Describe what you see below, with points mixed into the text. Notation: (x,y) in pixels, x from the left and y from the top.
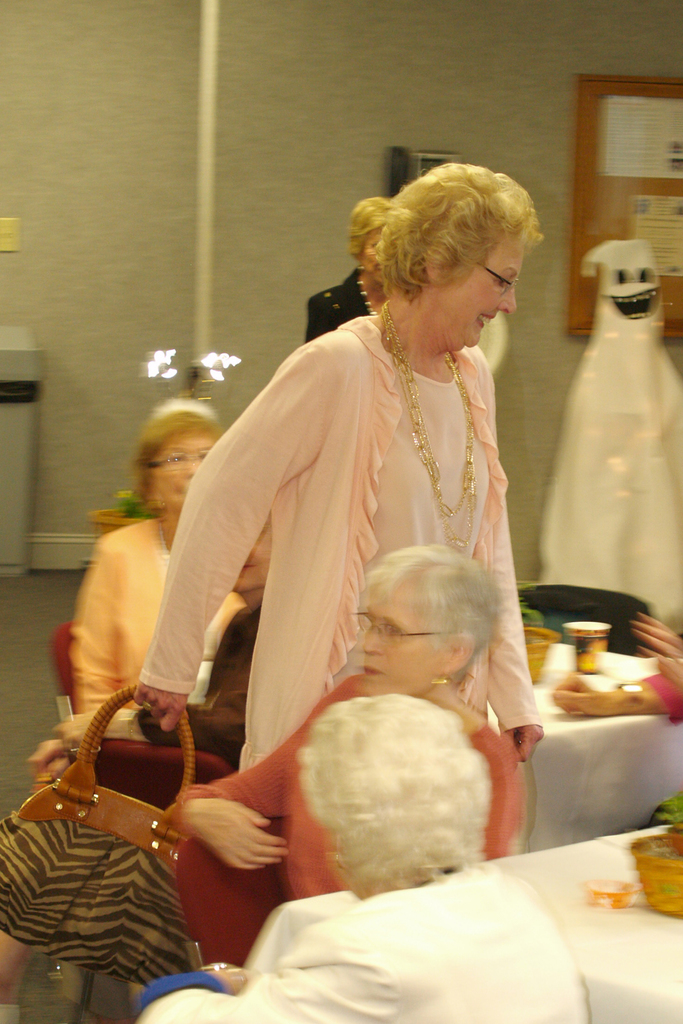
Here is a woman (392,490) standing and holding a handbag (84,834). There are few people (129,611) sitting on the chairs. This is a table (610,962) covered with white cloth (627,958). This looks like a small plant (661,868) placed on the table (611,927). At background (603,169) i can see a frame (604,145) attached to the wall (451,65).
